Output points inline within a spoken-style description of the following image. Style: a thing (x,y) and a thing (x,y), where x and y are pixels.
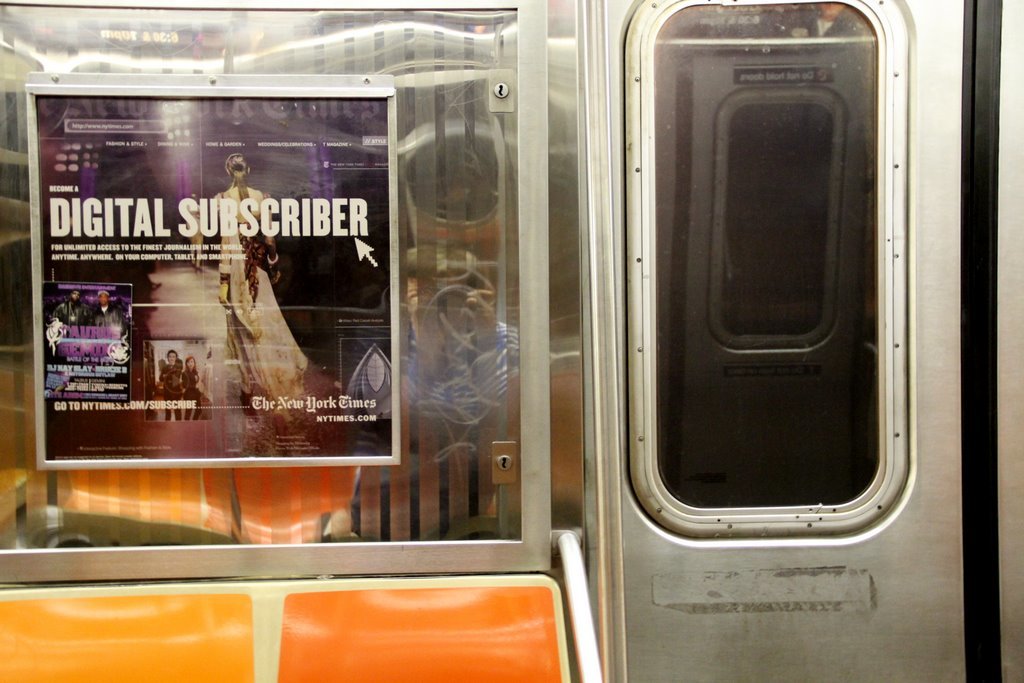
In this image I can see the picture from inside the vehicle (613,570). I can see the metal door (750,525), few windows (736,426), a board (246,285) and the orange colored bench (245,590).
